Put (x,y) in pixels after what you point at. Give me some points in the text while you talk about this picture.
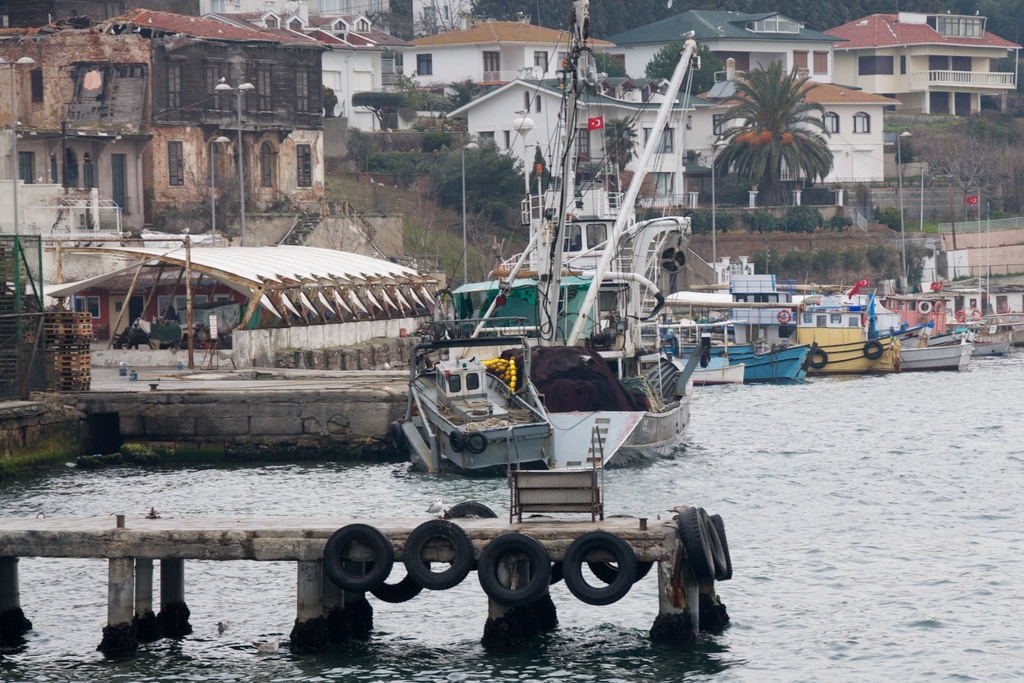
At the bottom of the image (991,675) there is water (962,641), above the water (705,440) there are some boats (610,319) and ships (522,442). In the middle of the image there are some poles (211,142) and trees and plants (436,132) and buildings (207,154).
